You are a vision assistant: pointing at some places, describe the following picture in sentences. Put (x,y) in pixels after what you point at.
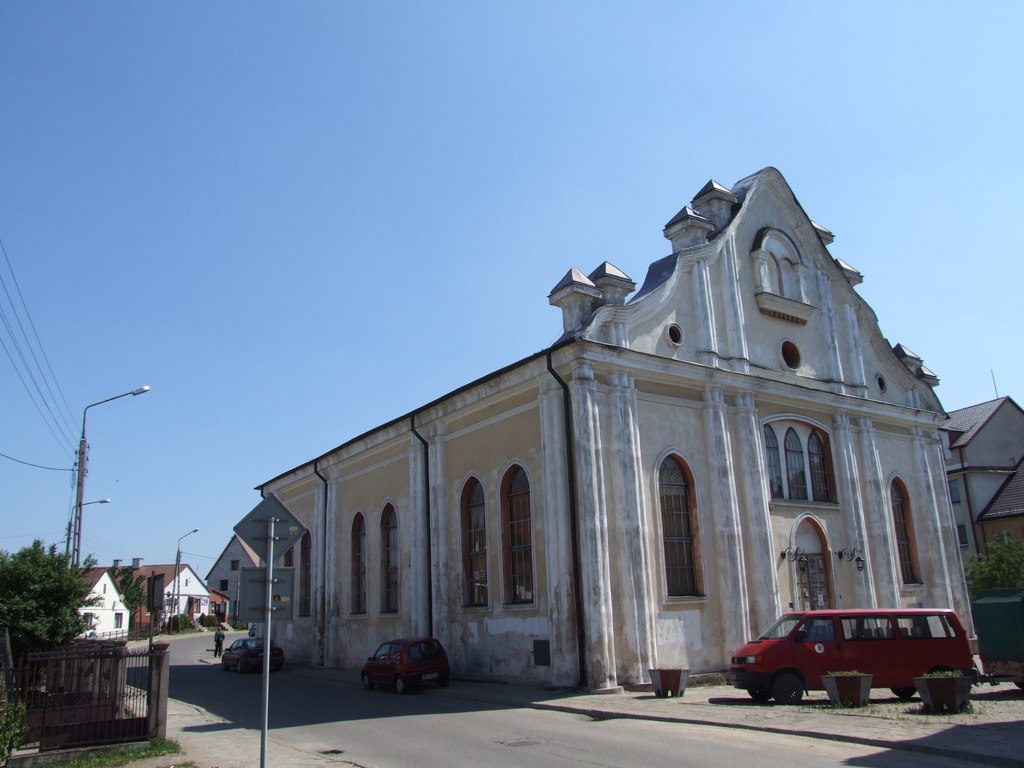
In this image I can see a vehicle (970,655) in red color. Background (528,656) I can see few other vehicles (422,660), a building (499,656) in cream and white color, few light poles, trees (44,573) in green color and sky (271,200) in blue color.
